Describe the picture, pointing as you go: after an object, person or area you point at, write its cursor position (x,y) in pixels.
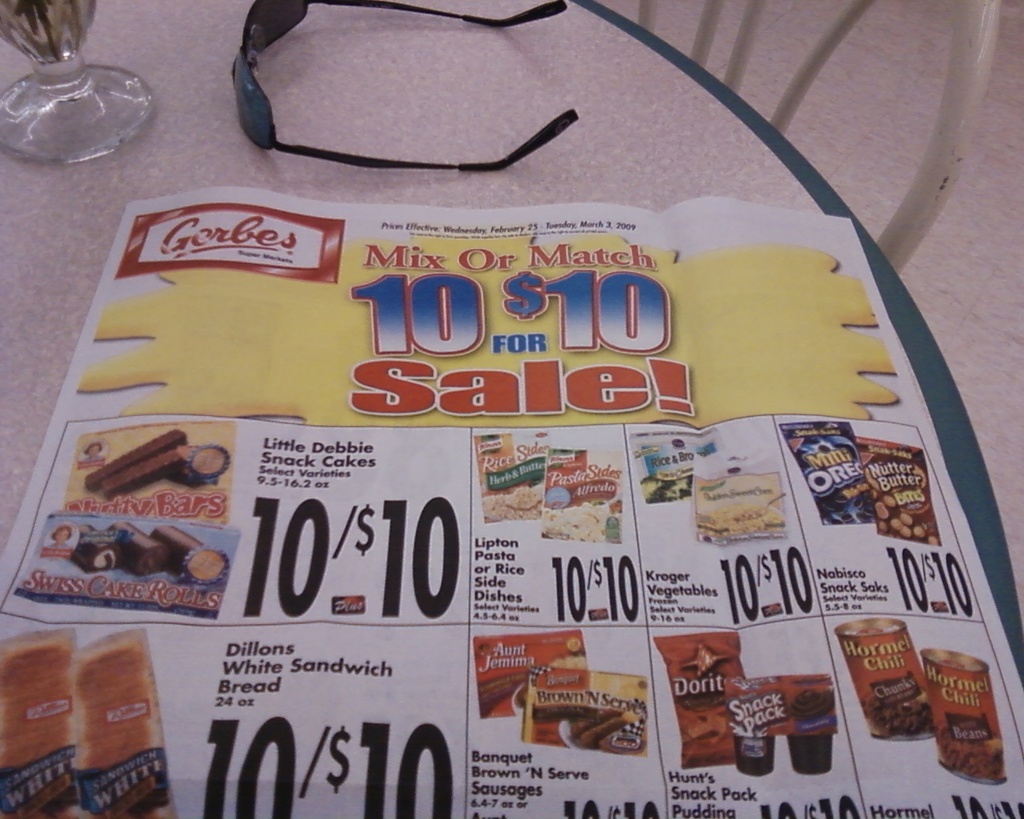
In this image we can see the glasses (257,80), paper (433,388) and also a glass (125,137) on the table (532,170). We can also see a chair (853,9) and also the floor (932,257).
